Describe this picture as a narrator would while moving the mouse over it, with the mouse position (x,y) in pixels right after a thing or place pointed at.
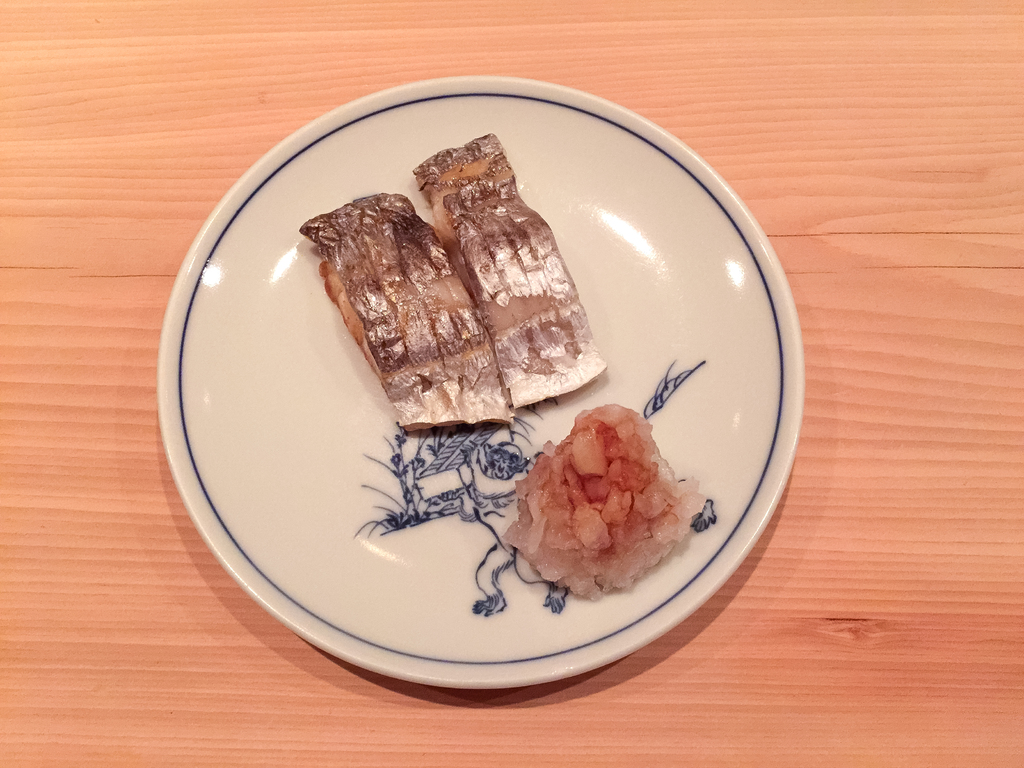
In the picture I can see few eatables (525,369) which is placed on a white plate (651,358) is placed on the table (810,469).
